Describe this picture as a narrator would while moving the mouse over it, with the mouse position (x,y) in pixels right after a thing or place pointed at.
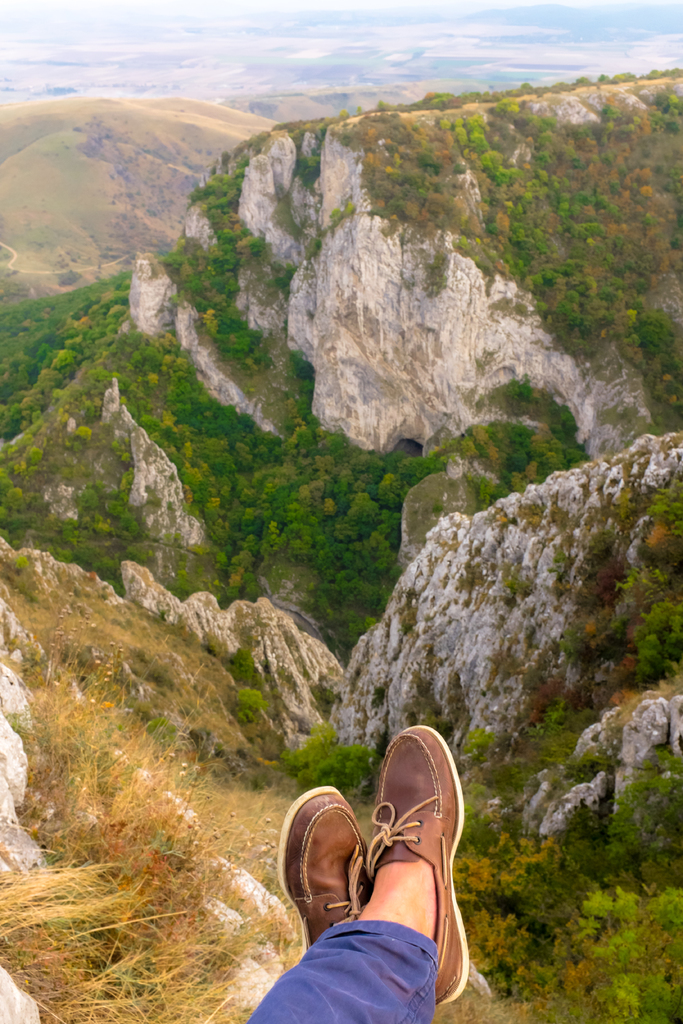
In this image in the foreground (364,966) there are two legs (396,973) with brown shoes (316,841) and blue pant (333,964). In the background (242,520) there are hills (320,302), trees (496,232).
